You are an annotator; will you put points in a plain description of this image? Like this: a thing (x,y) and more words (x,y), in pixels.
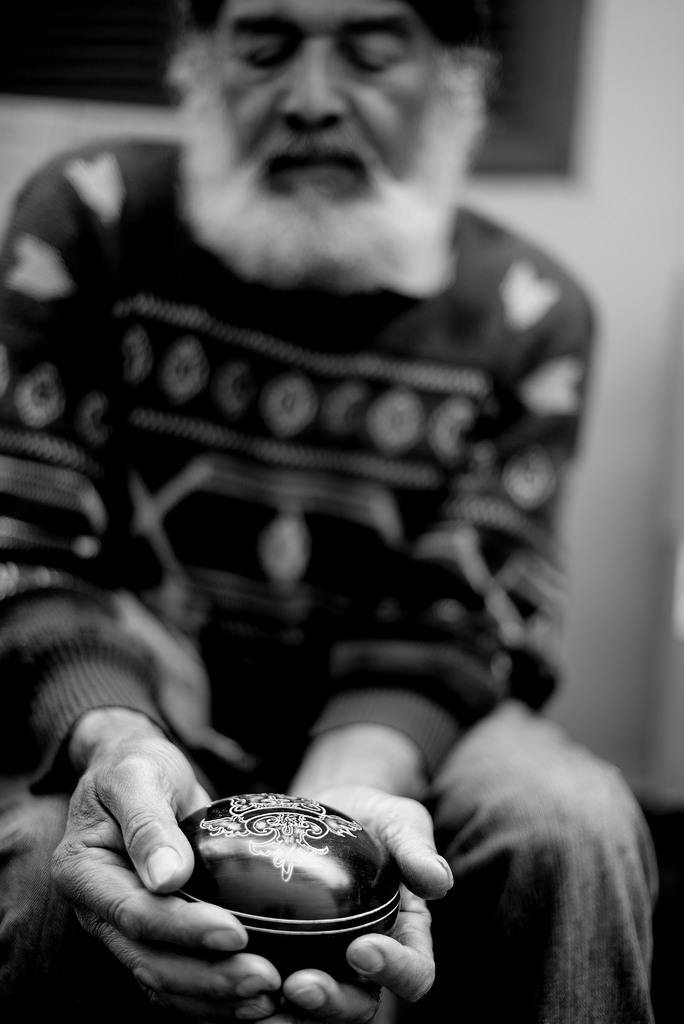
In this picture I can see there is a man (397,570) sitting on the chair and he is holding an object (364,834) in his hands (388,842), in the backdrop (647,467) there is a wall (597,136).
